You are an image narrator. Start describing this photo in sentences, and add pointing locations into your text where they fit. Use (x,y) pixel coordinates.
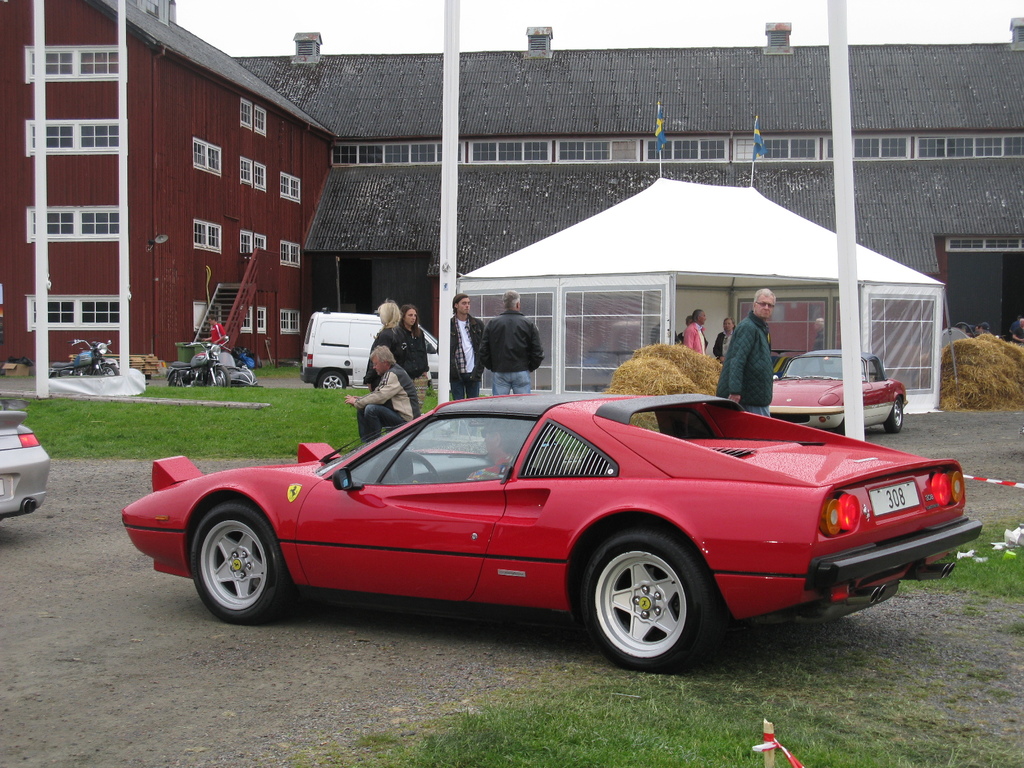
In this picture there is a man (501,455) who is sitting inside the red car (507,507). Beside the car (632,428) we can see old man (764,396) who is wearing goggle (770,307), jacket (725,373) and trouser (766,409). In the center (417,333) we can see the group of persons (511,309) were standing near to the pole (450,3). On the left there is a man (211,331) who is wearing red t-shirt (218,333) and trouser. He is standing near to the dustbin (186,357), bikes (201,361) and plastic covers (249,358). In the background (289,222) we can see the building (990,314) and tent (707,323). At the top of the tent (798,327) there are two flags (753,152). In front of that we can see a group of persons (698,340) were standing near to the grass (679,371) and red car (792,392). At the bottom (483,754) we can see green grass (554,718). At the top (682,23) there is a sky (622,25).
